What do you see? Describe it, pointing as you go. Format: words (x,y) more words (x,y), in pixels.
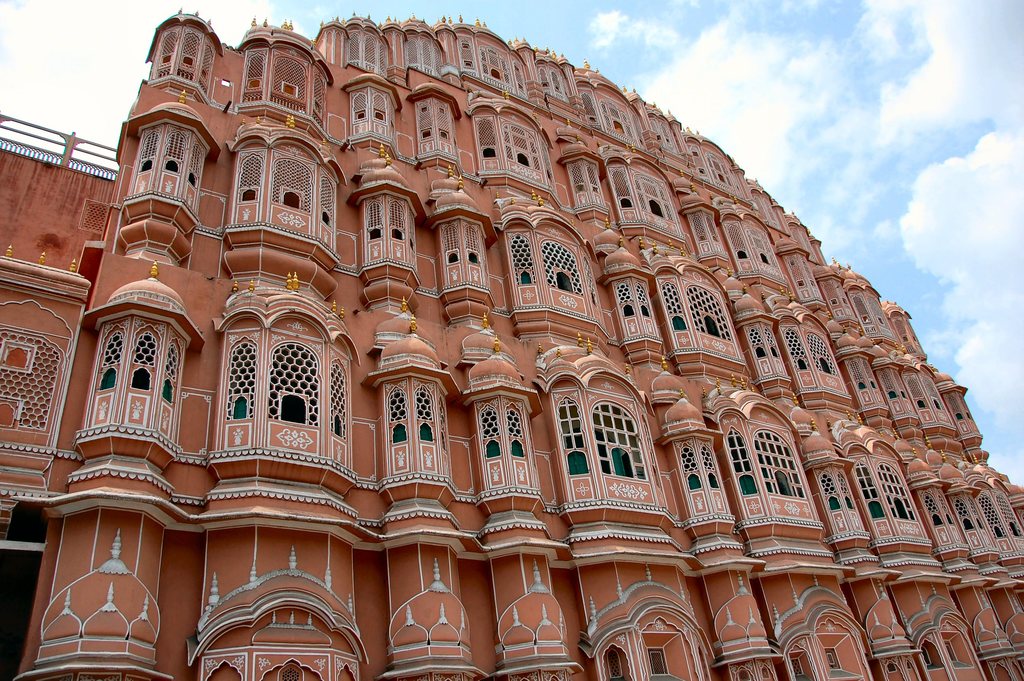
In this image in the front (463,310) there is a building (514,386) and the sky (823,84) is cloudy.
